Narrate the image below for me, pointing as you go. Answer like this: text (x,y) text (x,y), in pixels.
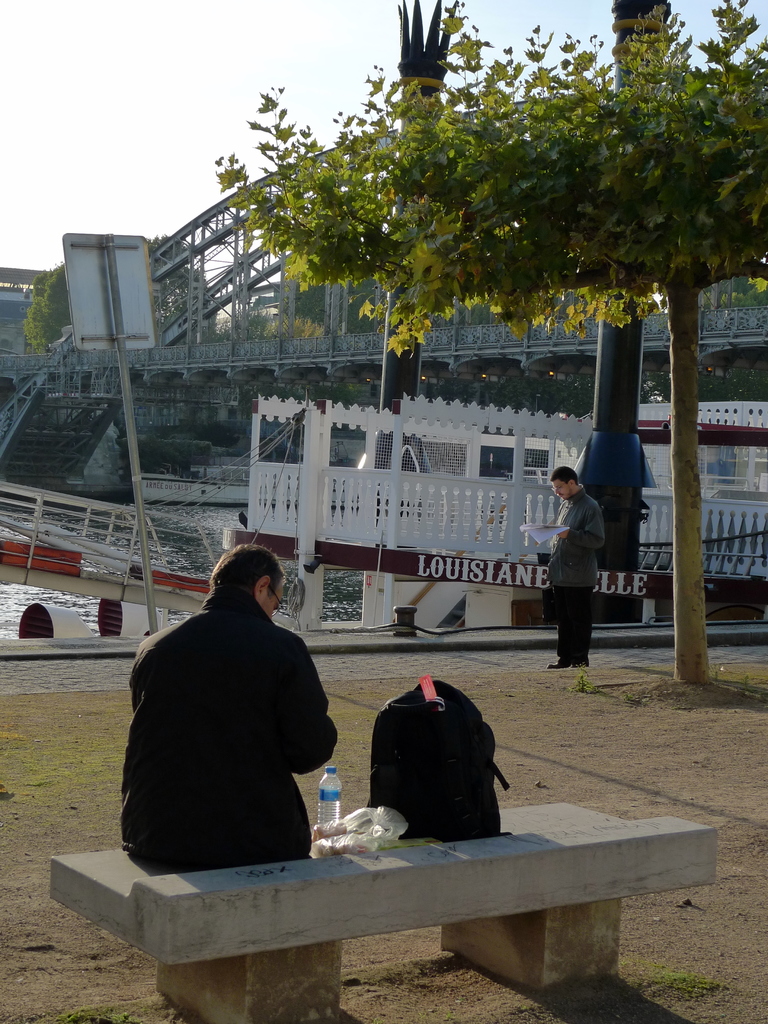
In the image we can see there is a man (255,751) who is sitting and on the bench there is a bag (394,765) and there is a tree (591,113) and person (588,538) is standing on the footpath (496,641).
